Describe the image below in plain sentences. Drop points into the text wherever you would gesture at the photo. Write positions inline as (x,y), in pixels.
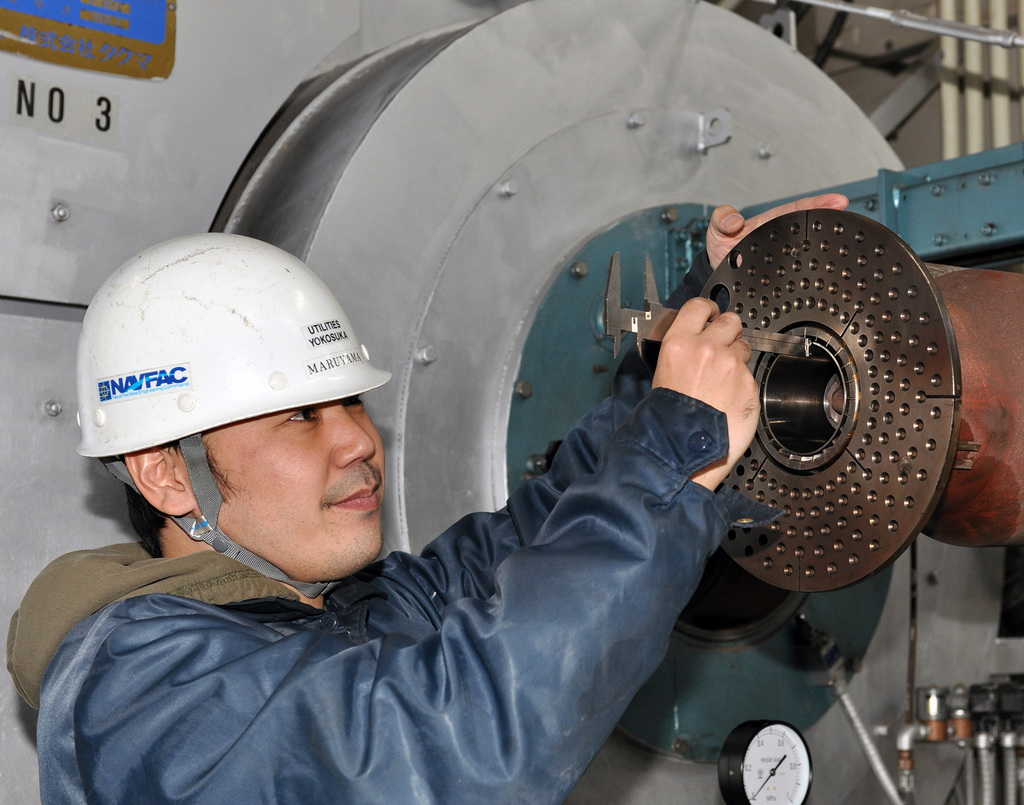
In this image a man (335,699) wearing helmet (202,253) and jacket (499,613) is holding a slide caliper (655,317). In the right (786,243) there is machine (808,279).
